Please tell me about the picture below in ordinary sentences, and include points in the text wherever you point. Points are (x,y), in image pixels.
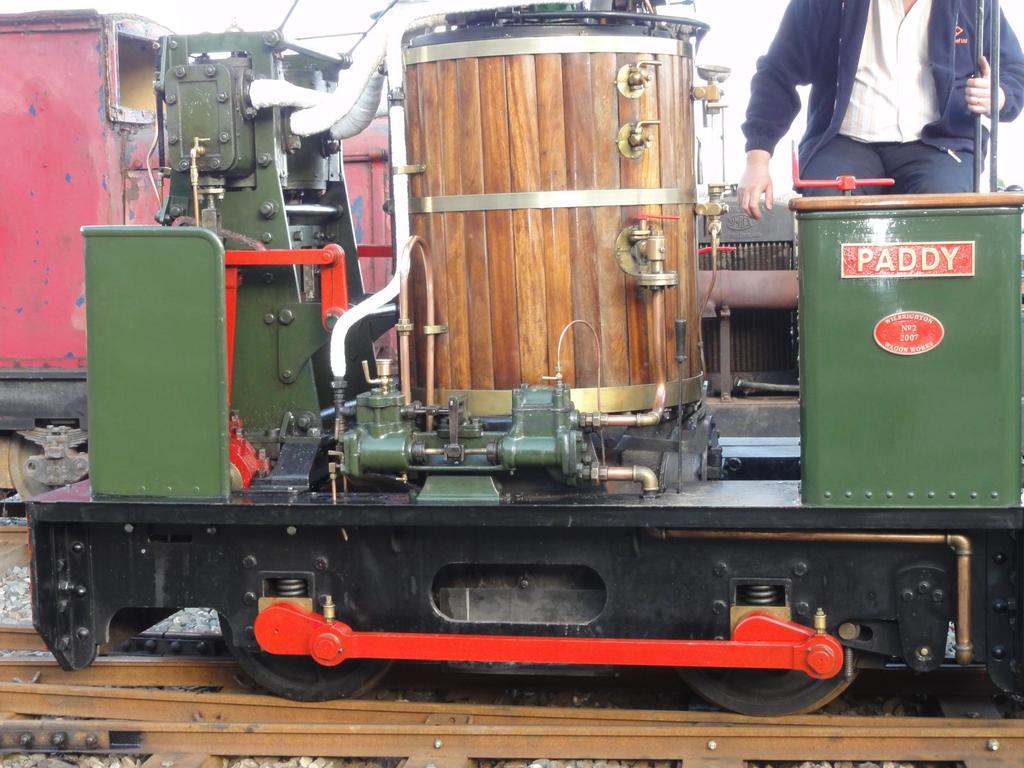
In this picture there is a paddy machine (608,356) in the center of the image (605,333) and there is a man (764,103) in the top right side of the image (940,28).
